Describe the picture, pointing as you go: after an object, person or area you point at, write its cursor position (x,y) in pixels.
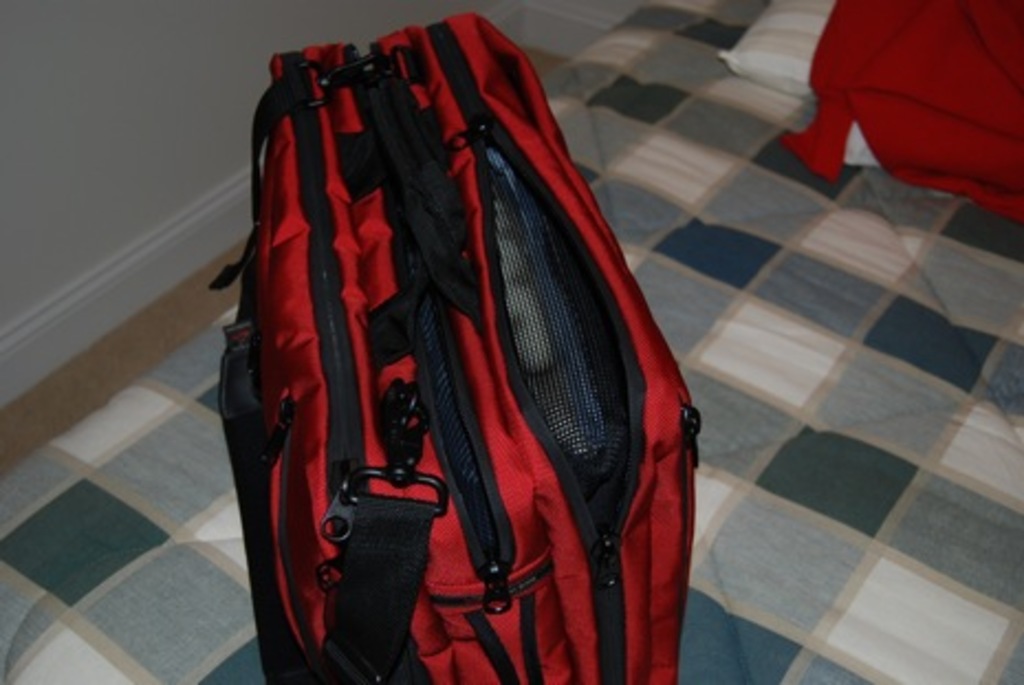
In the image we can see a bag (422,352), bed (808,288) and a pillow (784,68). This is a wall (79,136).
